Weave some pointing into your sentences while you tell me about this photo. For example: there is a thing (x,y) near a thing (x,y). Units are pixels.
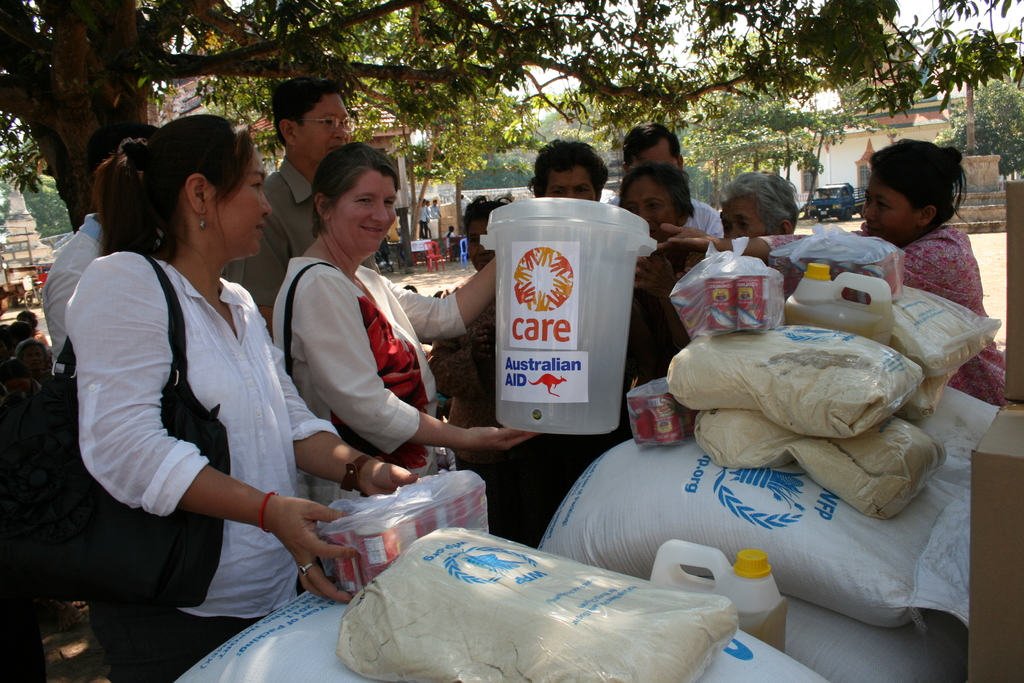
In the image we can see there are many people (549,156) standing, wearing clothes (379,363) and some of them are carrying a handbag (65,445). Here we can see a container (534,342), plastic gunny bags (613,505) and there are objects (446,505) wrapped in the cover (411,523). Here we can see trees (238,49), buildings (849,148), chairs (466,252) and the sky (917,9).
